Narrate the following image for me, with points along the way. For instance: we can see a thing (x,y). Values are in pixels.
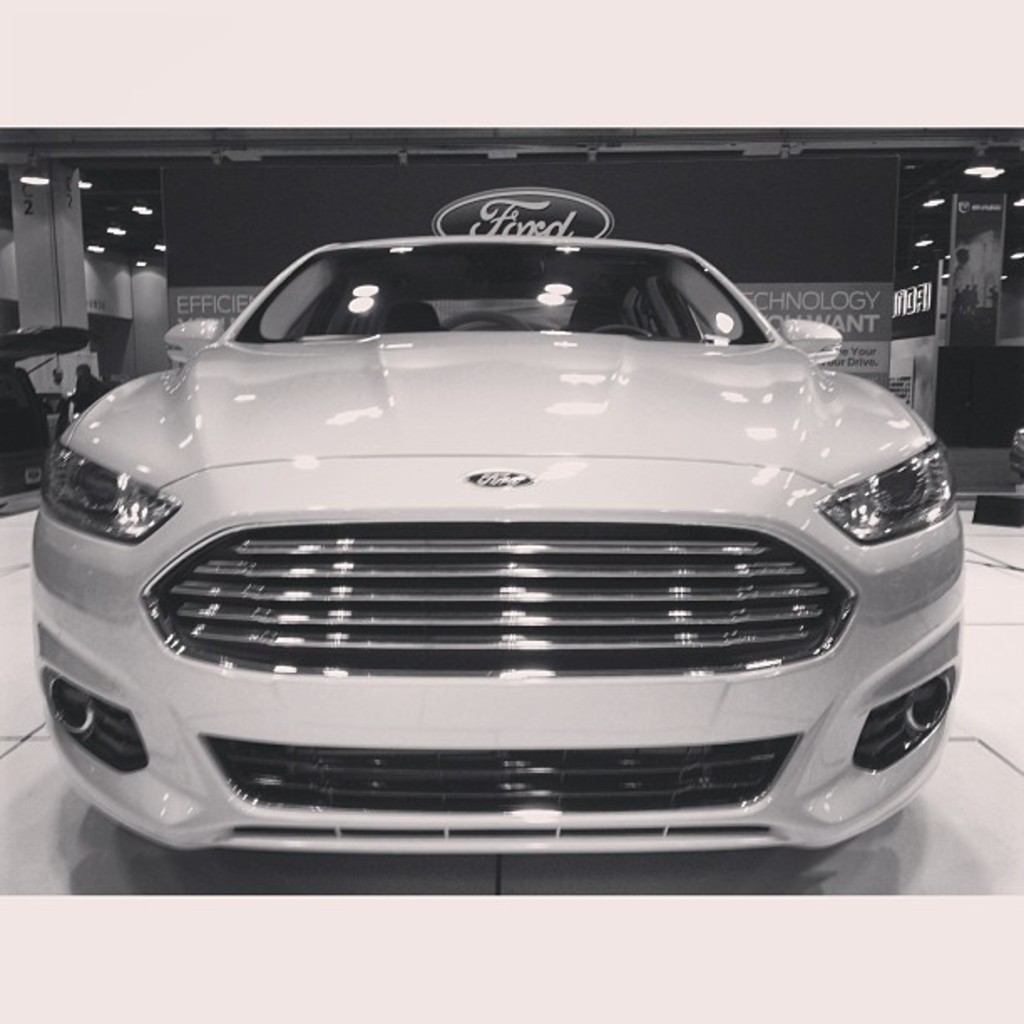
In this image we can see a vehicle (290,554) on the floor (11,601), there are some lights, pillars (76,301) and a board (366,229), on the board (435,238) we can see the text (485,238).
